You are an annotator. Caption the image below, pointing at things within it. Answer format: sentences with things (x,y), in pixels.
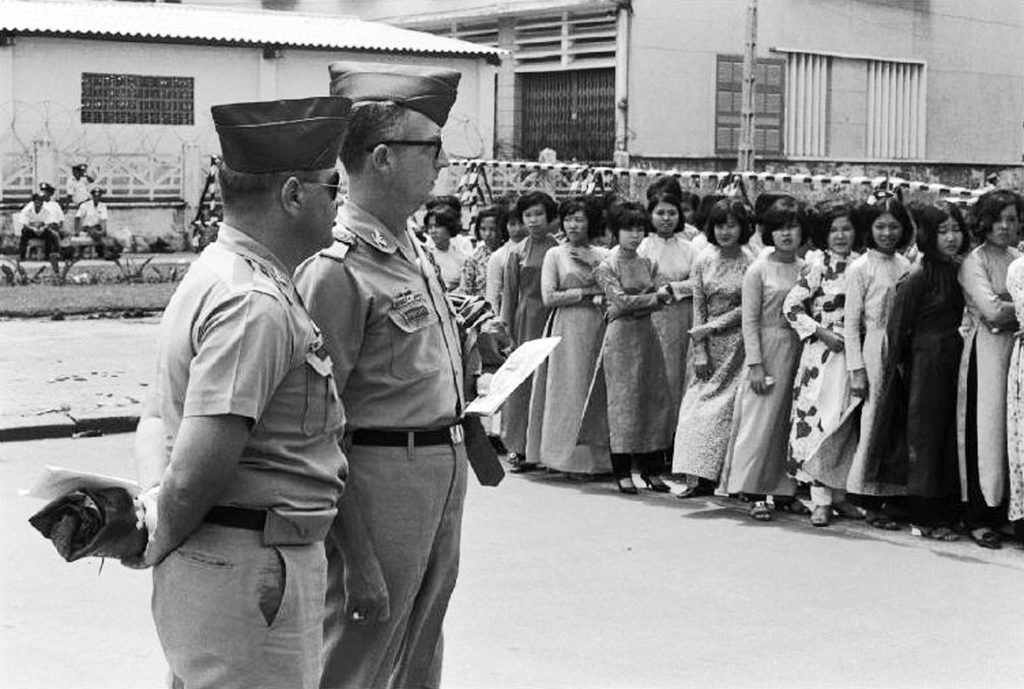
In this image there are two persons (364,182) with the hats (367,68) are standing and holding the papers (496,386), and in the background (614,354) there are group of people (576,364) standing, few people (86,229) sitting on the bench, plants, grass (49,297), buildings (459,122).
